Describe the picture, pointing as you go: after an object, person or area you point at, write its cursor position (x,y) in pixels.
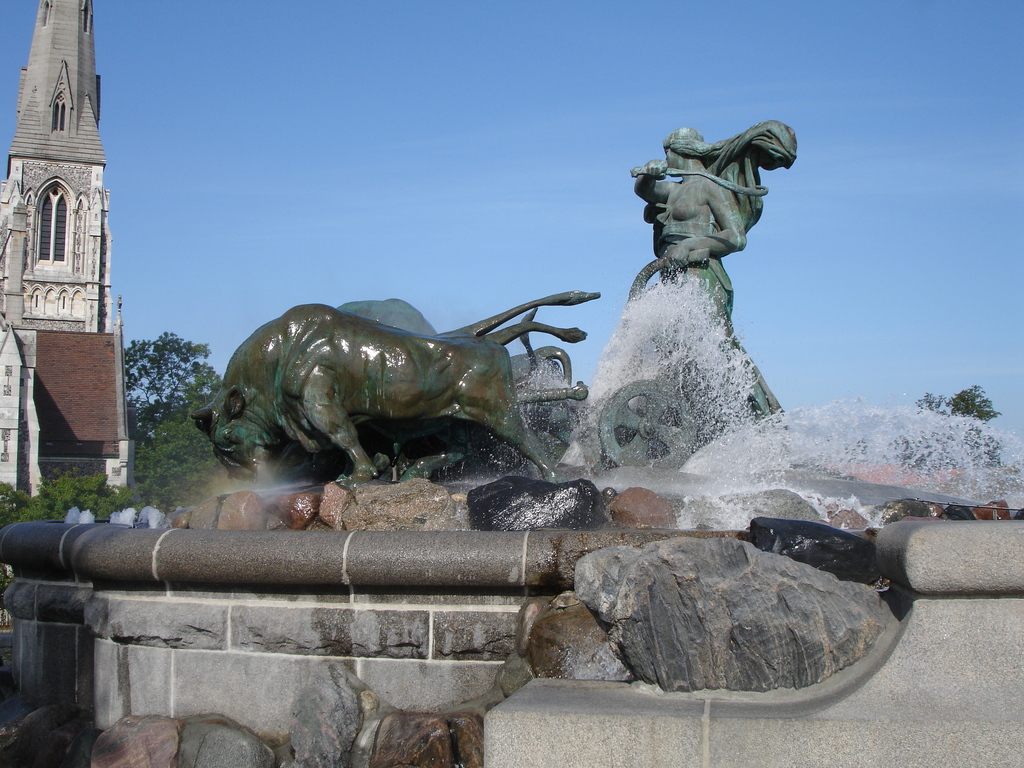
In this image we can see sky (578,140) with clouds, trees (174,407), buildings (78,416), sculptures (243,424) and a fountain (401,566).
